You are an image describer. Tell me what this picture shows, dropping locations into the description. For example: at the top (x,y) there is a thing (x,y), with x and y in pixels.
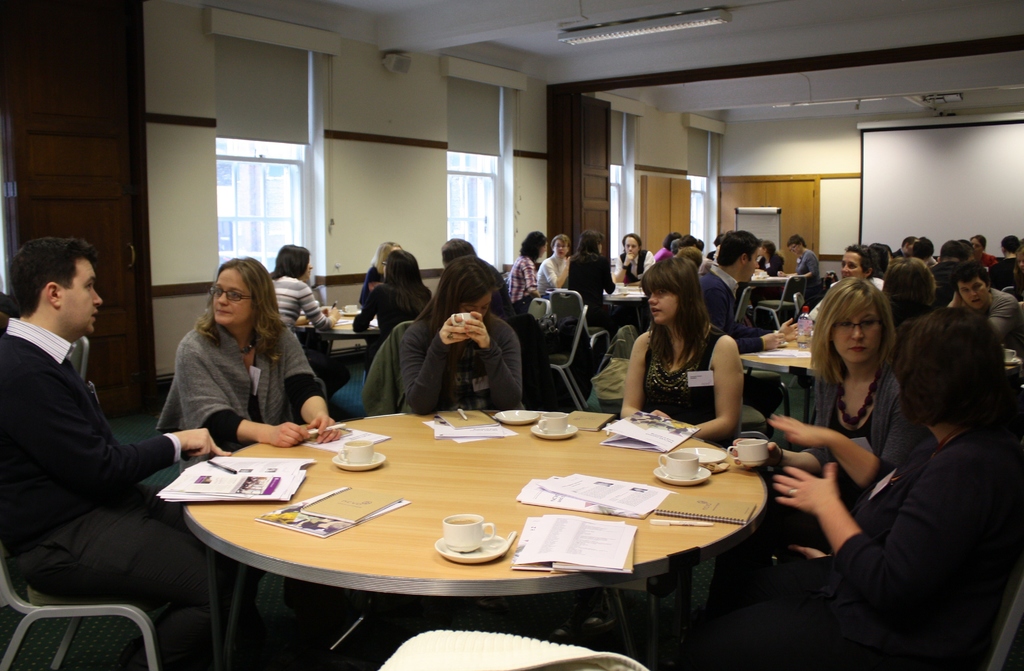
In this image there are group of people (595,298) sitting in chairs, another group of people (561,273) sitting in chairs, another group of people (575,279) sitting in chairs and in the table (407,448) there are cup (358,454), saucer (681,478), book (266,483), pen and a notepad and in the background (221,131) there is window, speaker (407,62), light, screen (1006,131) attached to the wall (357,62).
